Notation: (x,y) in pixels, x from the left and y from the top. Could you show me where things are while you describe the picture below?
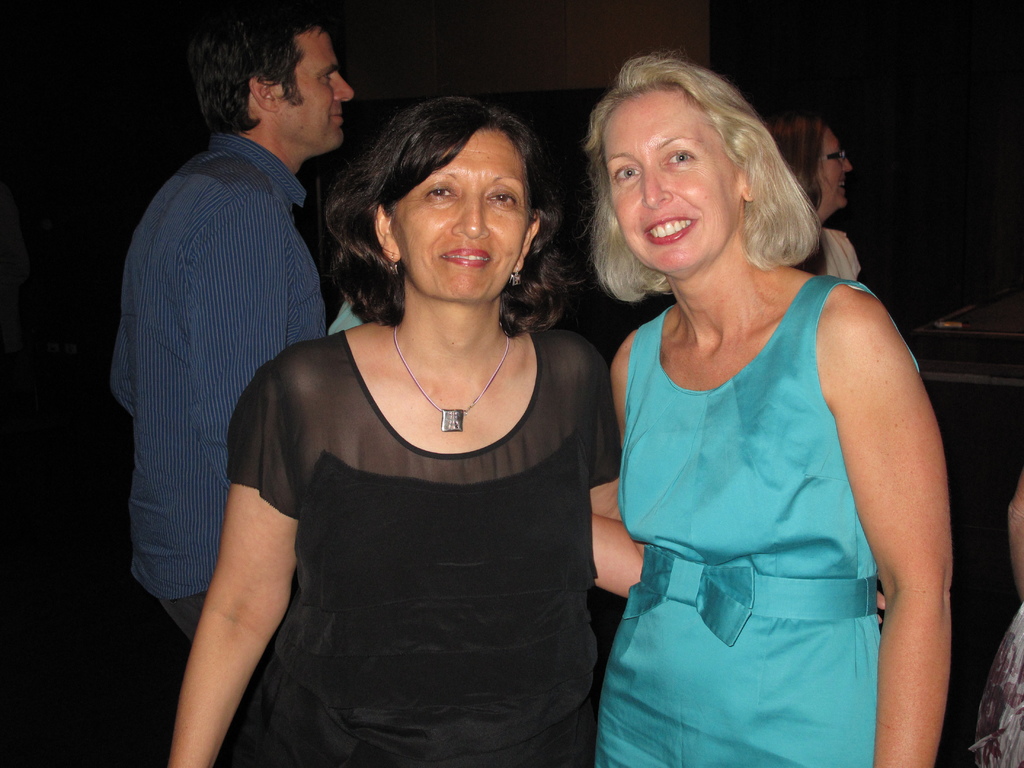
In this picture we can see two women (701,685) standing and smiling and at the back of them we can see two people (266,69) smiling and in the background (46,305) it is dark.
